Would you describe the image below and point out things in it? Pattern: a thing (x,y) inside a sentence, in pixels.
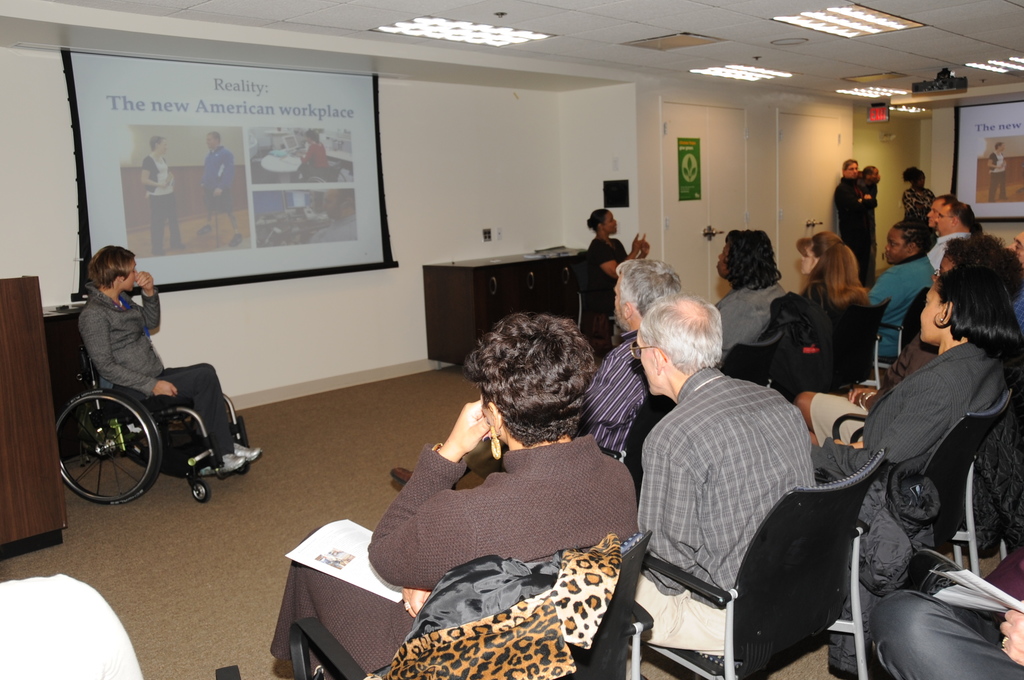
Most of the persons (882,273) are sitting on a chair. Screen (265,145) is on wall (434,195). Far this persons (846,222) are standing. This is a cupboard (517,269).
